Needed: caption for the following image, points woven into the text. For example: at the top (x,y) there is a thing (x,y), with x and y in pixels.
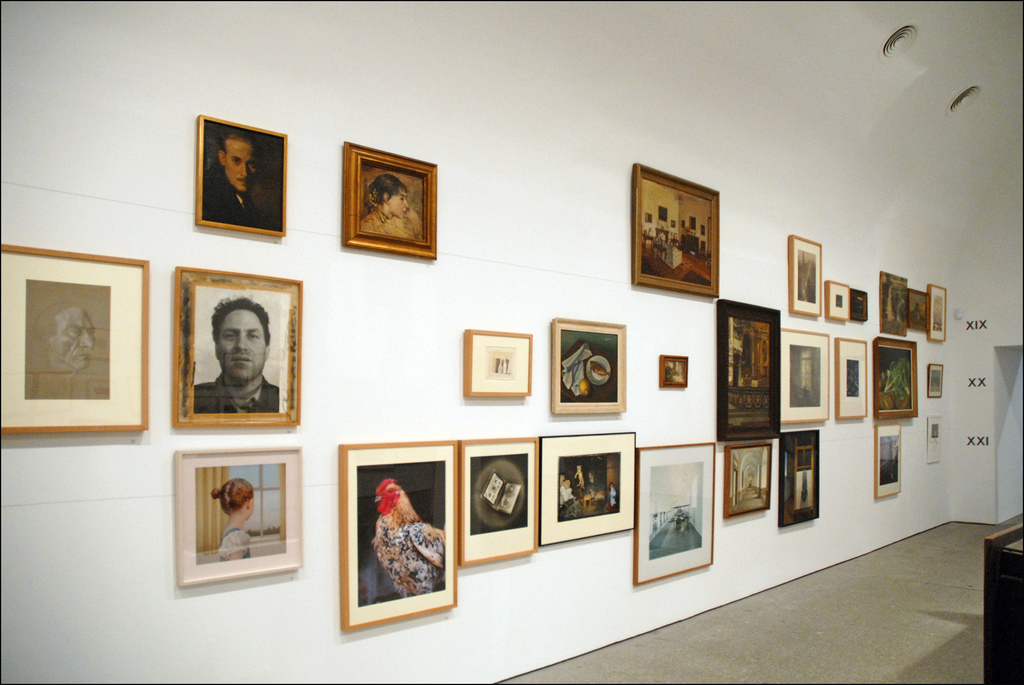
In this image I can see the wall (449,120) on which I can see few photo frames (592,408) attached and I can see a person's images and animal images (421,511) visible.
